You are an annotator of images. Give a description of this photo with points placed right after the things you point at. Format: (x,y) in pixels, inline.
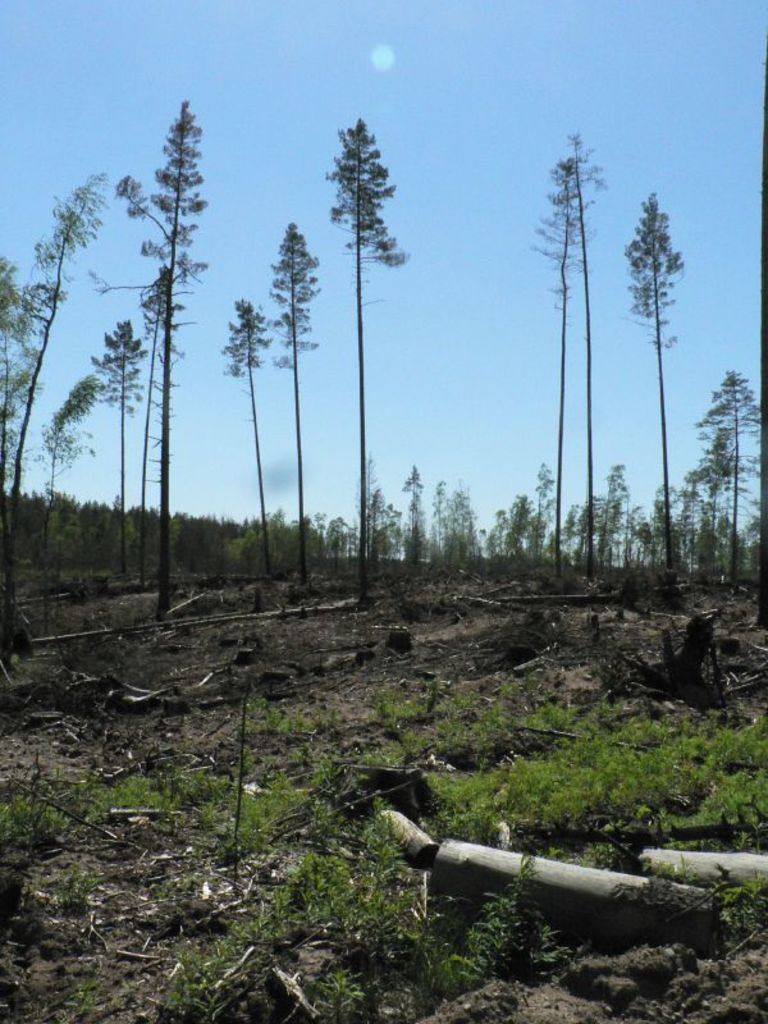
In this image, we can see plants (701,770), wooden logs (663,851), twigs (175,606) and trees (724,561). In the background (293,430), there is the sky (347,384).
